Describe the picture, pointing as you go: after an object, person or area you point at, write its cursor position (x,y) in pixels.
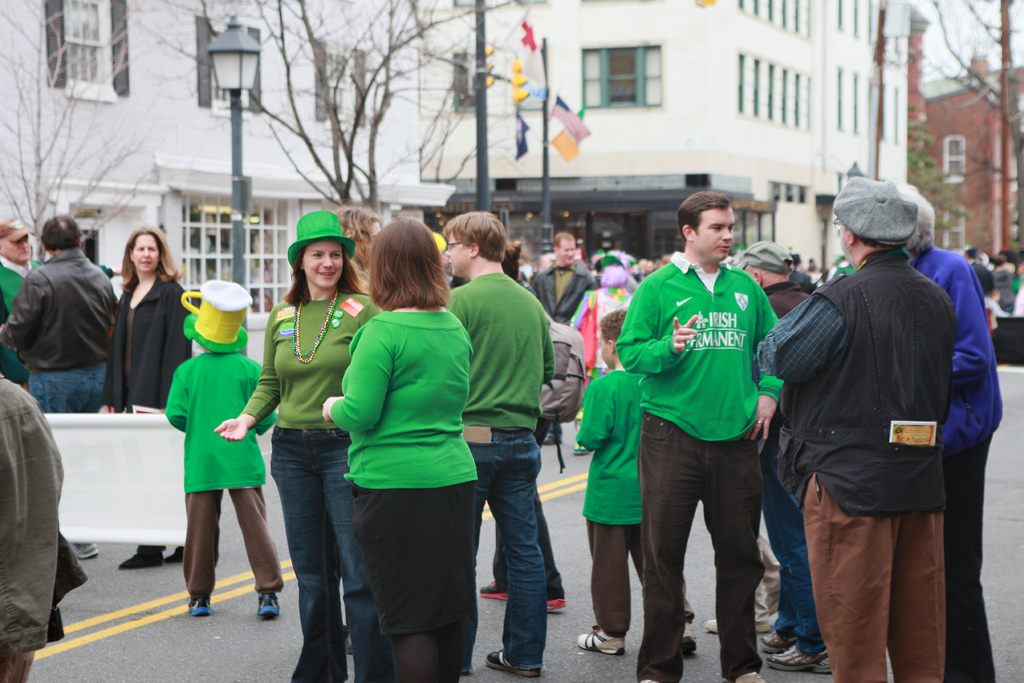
In the foreground (702,307) I can see a crowd (544,351) on the road (268,450). In the background (780,238) I can see buildings (767,233), windows (282,213), light poles (237,205), trees (349,179) and boards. This image is taken during a day.
